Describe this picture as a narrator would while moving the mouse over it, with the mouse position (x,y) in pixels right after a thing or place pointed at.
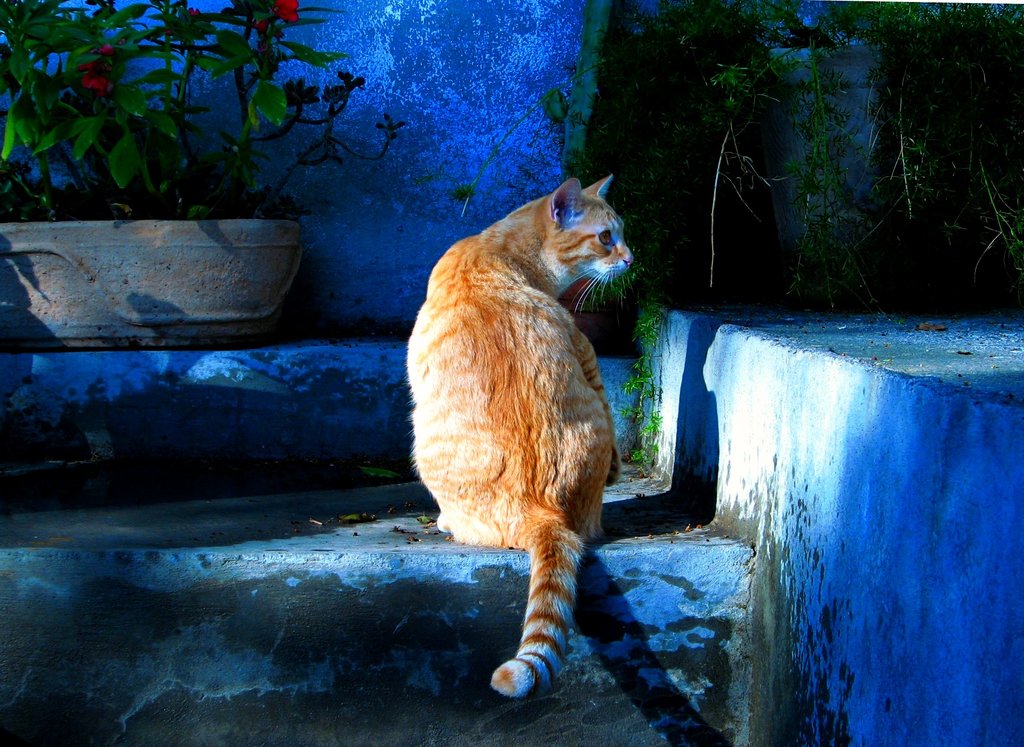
Here we can see a cat (532,428). In-front of this cat (467,254) there are plants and wall (439,126). This cat (576,211) is looking right side of the image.
